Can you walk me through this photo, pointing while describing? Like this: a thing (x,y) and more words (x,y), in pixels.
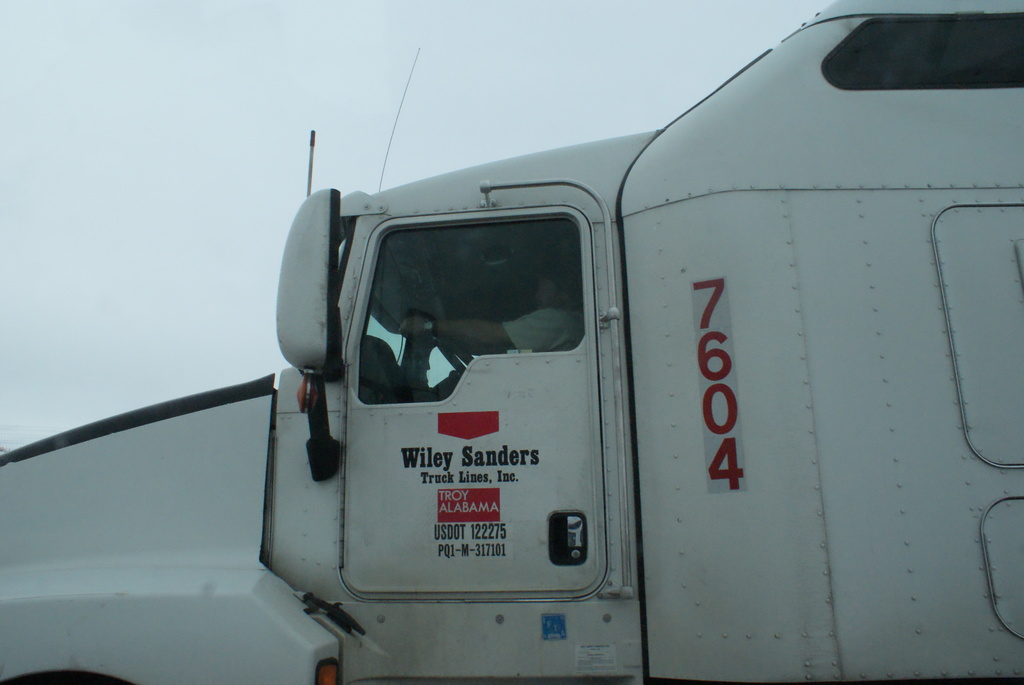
In this image I can see a vehicle (770,436). Inside the vehicle (547,494) there is a person (528,321) sitting. I can see some text (465,510) on the vehicle's door (540,422). At the top of the image (134,111) I can see the sky (93,239).
